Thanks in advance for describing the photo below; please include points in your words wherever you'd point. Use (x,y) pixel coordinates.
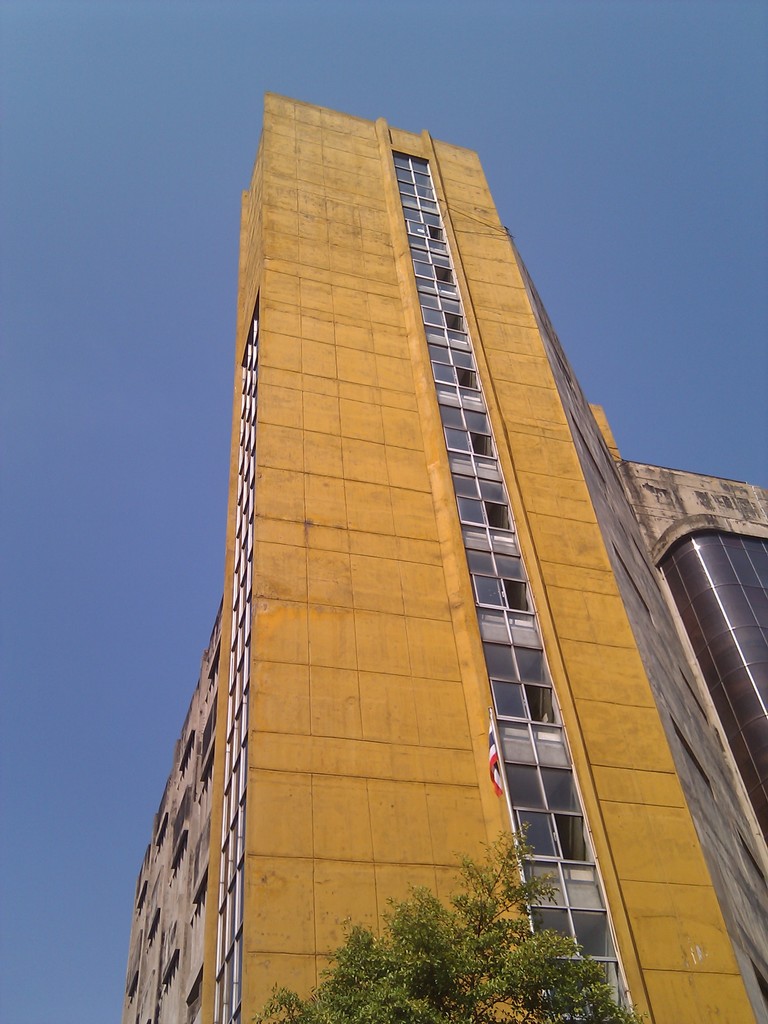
At the bottom (442,962) there is a tree (480,965). in the center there is a flag (489,755). In the center of the picture (402,516) there is a building (478,532) with windows (498,539). Sky (223,5) is clear and it is sunny.
